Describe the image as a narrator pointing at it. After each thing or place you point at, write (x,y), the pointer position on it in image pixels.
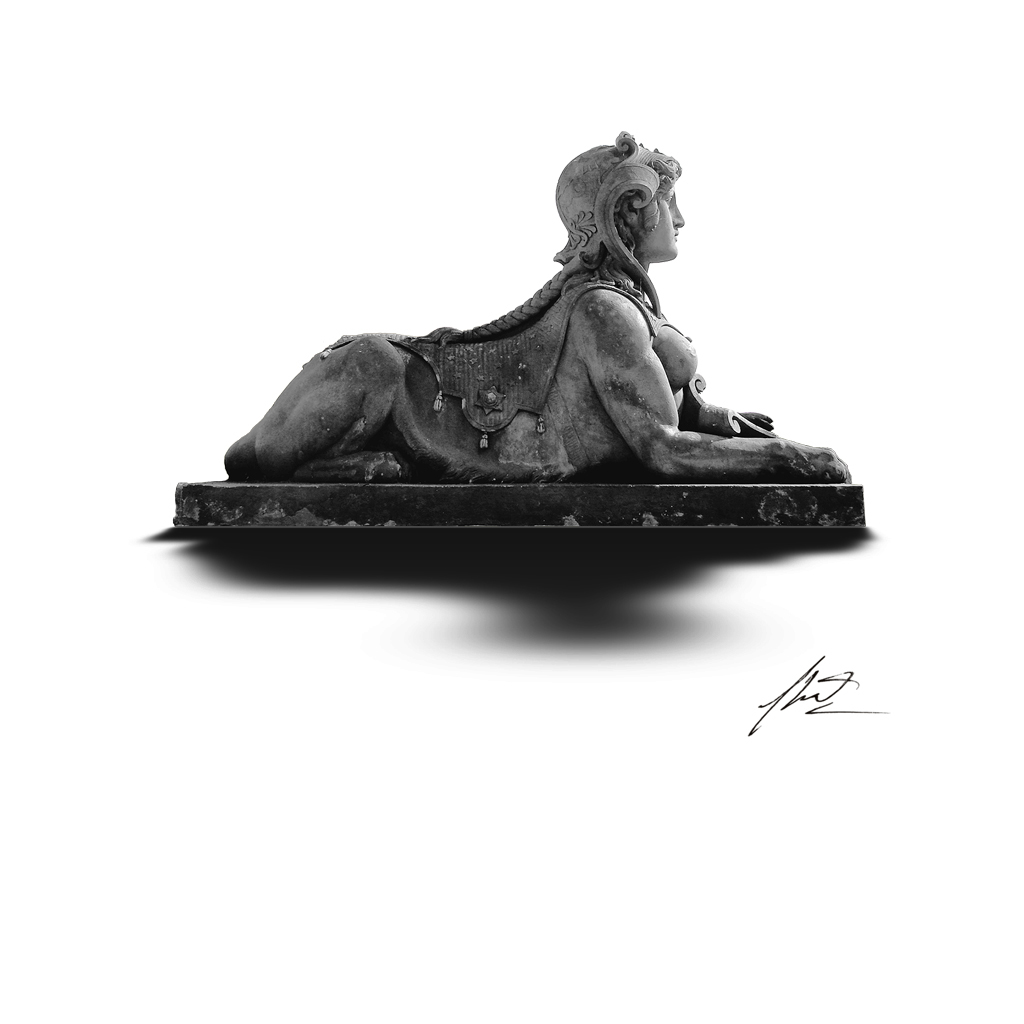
In this image there is a sculpture (525,419).
